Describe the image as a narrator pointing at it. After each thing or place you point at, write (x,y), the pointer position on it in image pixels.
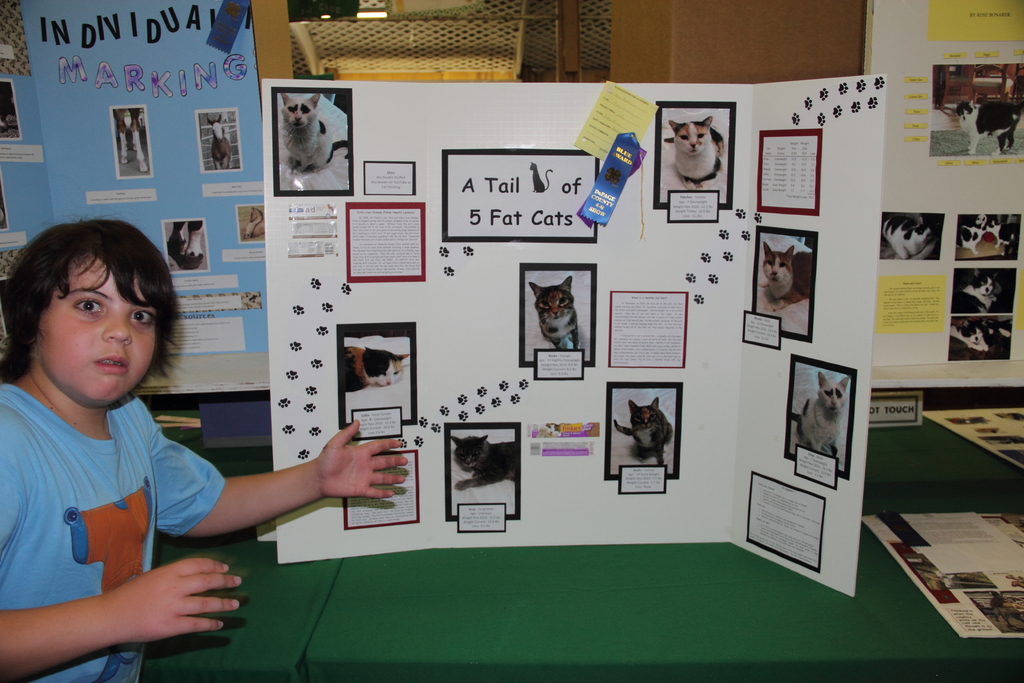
In this image we can see a boy (165,323) on the left side (176,618). He is wearing a blue color T-shirt (127,516) and he is explaining something about the cats (686,141). Here we can see the cats photos (673,154) on the cardboard (376,121). Here we can see the tables (583,583) which are covered with green cloth (484,647).
